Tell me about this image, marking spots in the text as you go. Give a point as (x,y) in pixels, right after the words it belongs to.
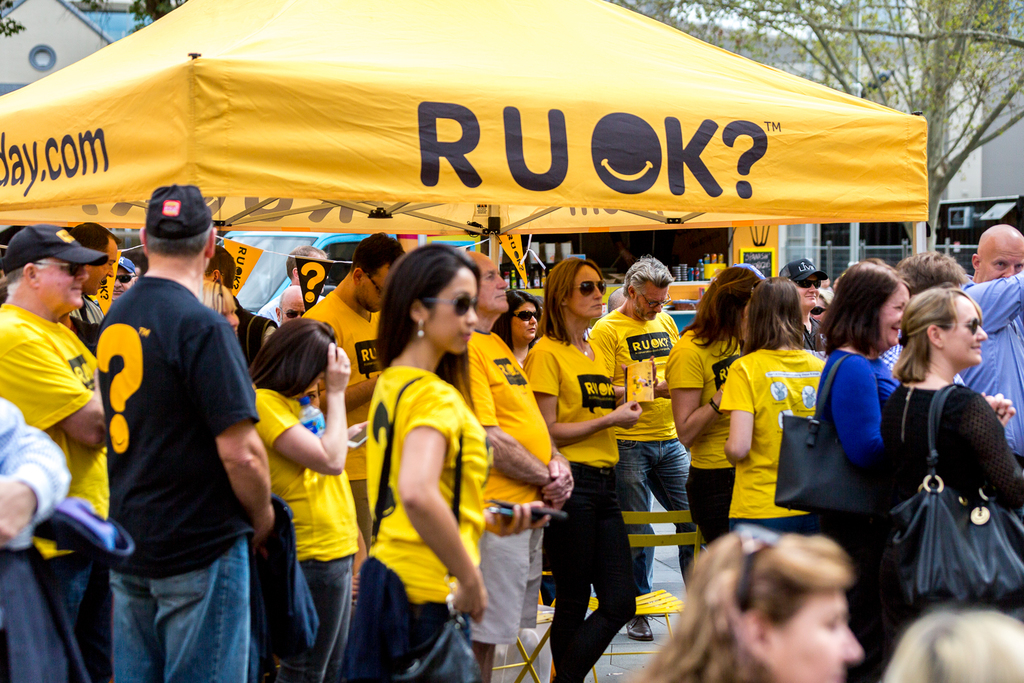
Here we can see a group of people (496,318). Most of the people (229,469) wore yellow t-shirts (502,424). This is a tent (505,138). Background (940,24) there is a store (696,254) and trees (867,25). In this store (685,240) there are objects (708,267). These two people (865,399) wore handbags (906,530). This woman (415,523) is holding objects (511,513).
